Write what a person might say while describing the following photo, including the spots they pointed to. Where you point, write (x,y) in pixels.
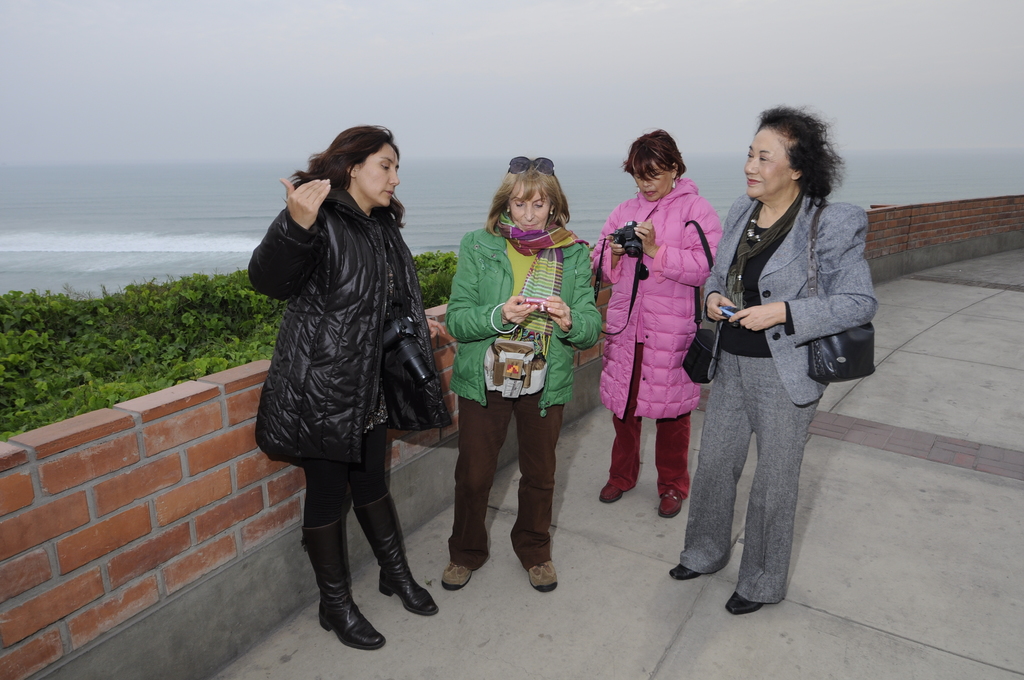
In this image I can see four women (486,271) wearing jackets (829,273), standing and smiling. They are holding some objects (391,335) in their hands (562,326) and it seems like they are discussing. On the left side (208,443) there is a wall (28,483), behind the wall (192,439) there are many plants (101,344). In the background (101,215) there is an Ocean (161,186). At the top of the image (267,61) I can see the sky (352,74).
